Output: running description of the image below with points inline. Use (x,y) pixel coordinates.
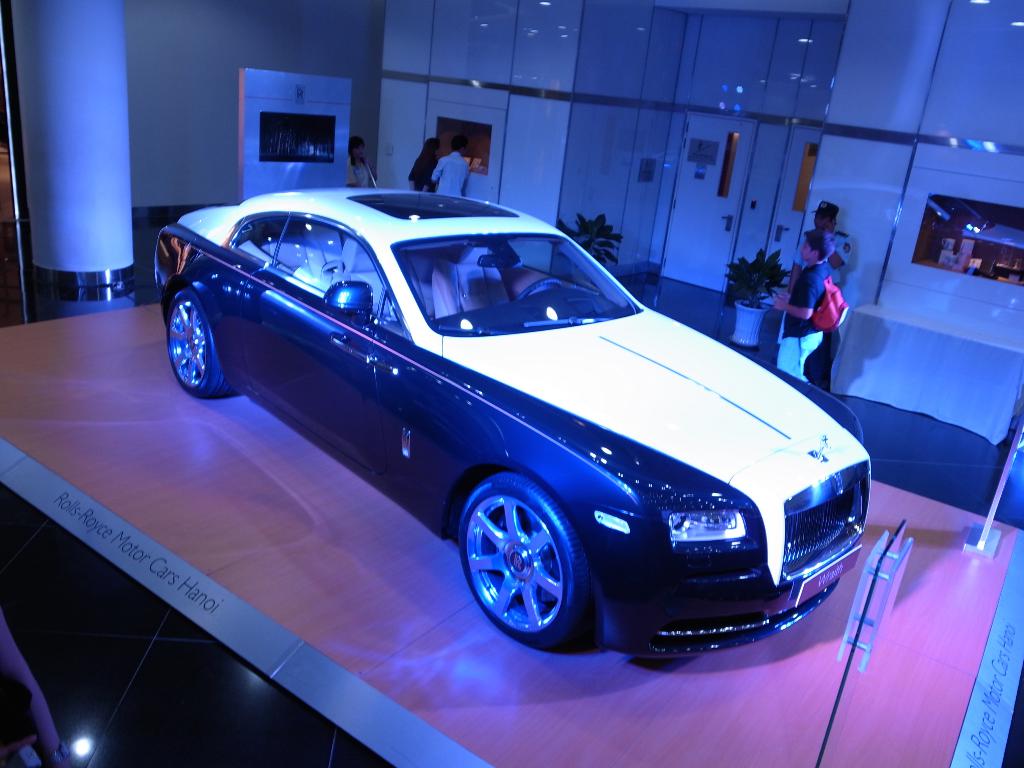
As we can see in the image there is a wall (221,165), door (726,151), plants (589,234), pots (752,332), few people (793,355) here and there and car (488,483).
